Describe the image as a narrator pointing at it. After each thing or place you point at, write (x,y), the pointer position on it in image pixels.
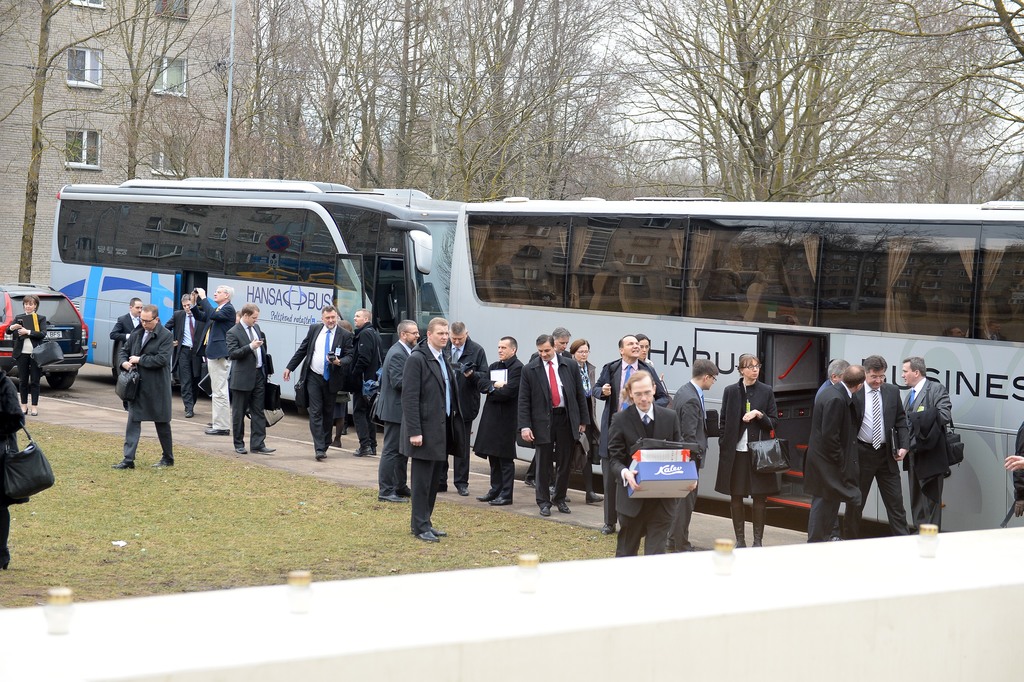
In the middle of the image (445,393) few people (641,531) are standing and walking. Behind them there are some vehicles (29,291). At the top of the image (265,151) there are some trees (627,190). Behind the trees (966,16) there is a building (22,6). At the bottom of the image (945,622) there is grass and there is a fencing (1005,625).
